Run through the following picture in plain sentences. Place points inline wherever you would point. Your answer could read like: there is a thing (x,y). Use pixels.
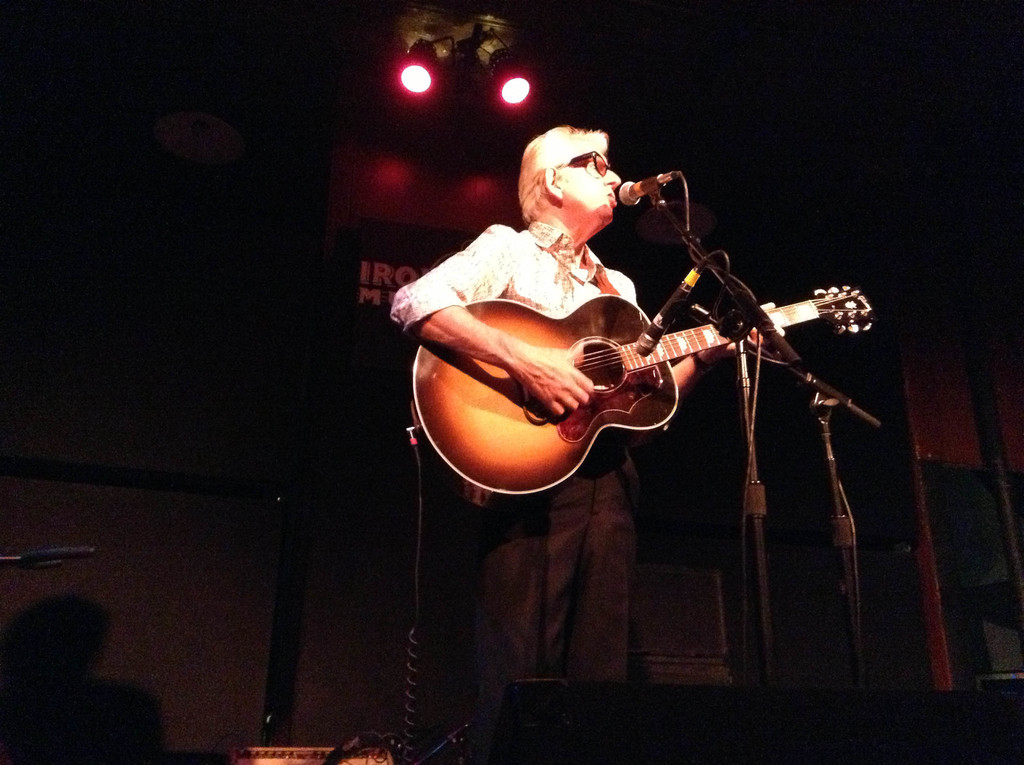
The picture is taken in a musical concert where an old man (505,226) holding a guitar (660,348) and singing through a mic (652,191) placed in front of him. In the background (414,86) we observe two red led lights (513,83) focusing on the musician (562,243). The background (305,204) is in black colored state.
